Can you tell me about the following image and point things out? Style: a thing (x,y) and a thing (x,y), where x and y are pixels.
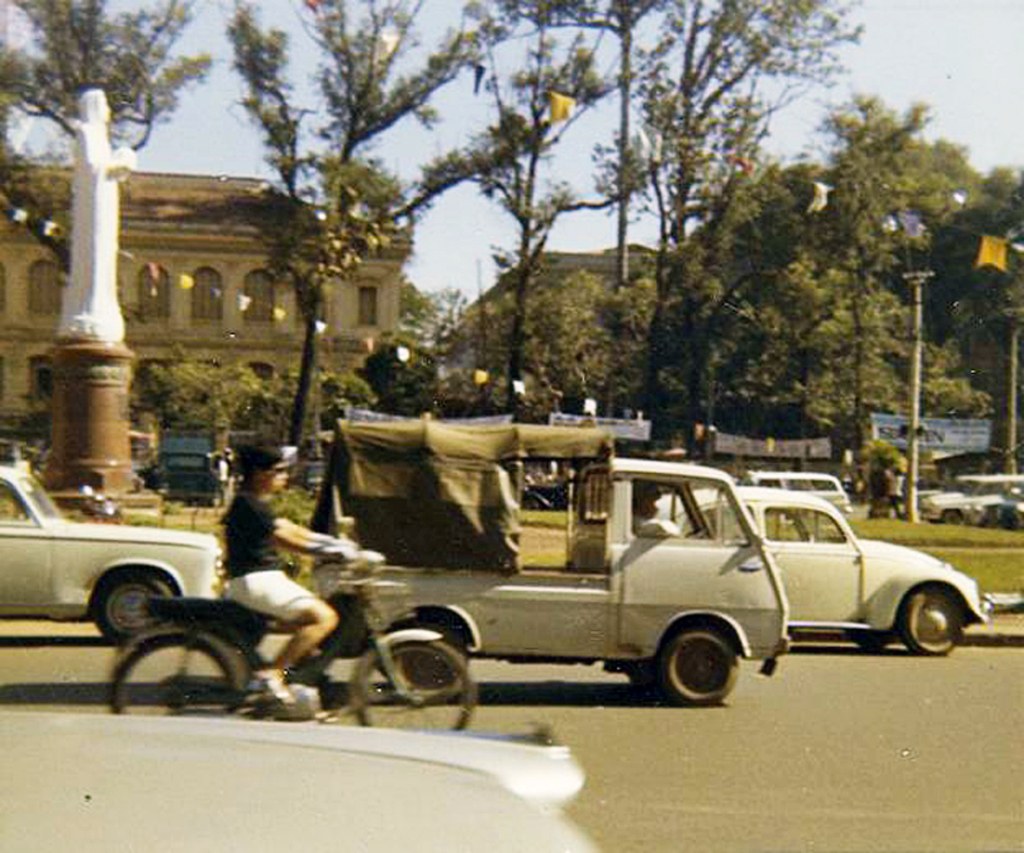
This image consists of many vehicles (369,620). At the bottom (736,785), there is a road (673,785). In the background (445,304), there are trees (522,247) and buildings (42,319). At the top (801,129), there is sky (460,82).
